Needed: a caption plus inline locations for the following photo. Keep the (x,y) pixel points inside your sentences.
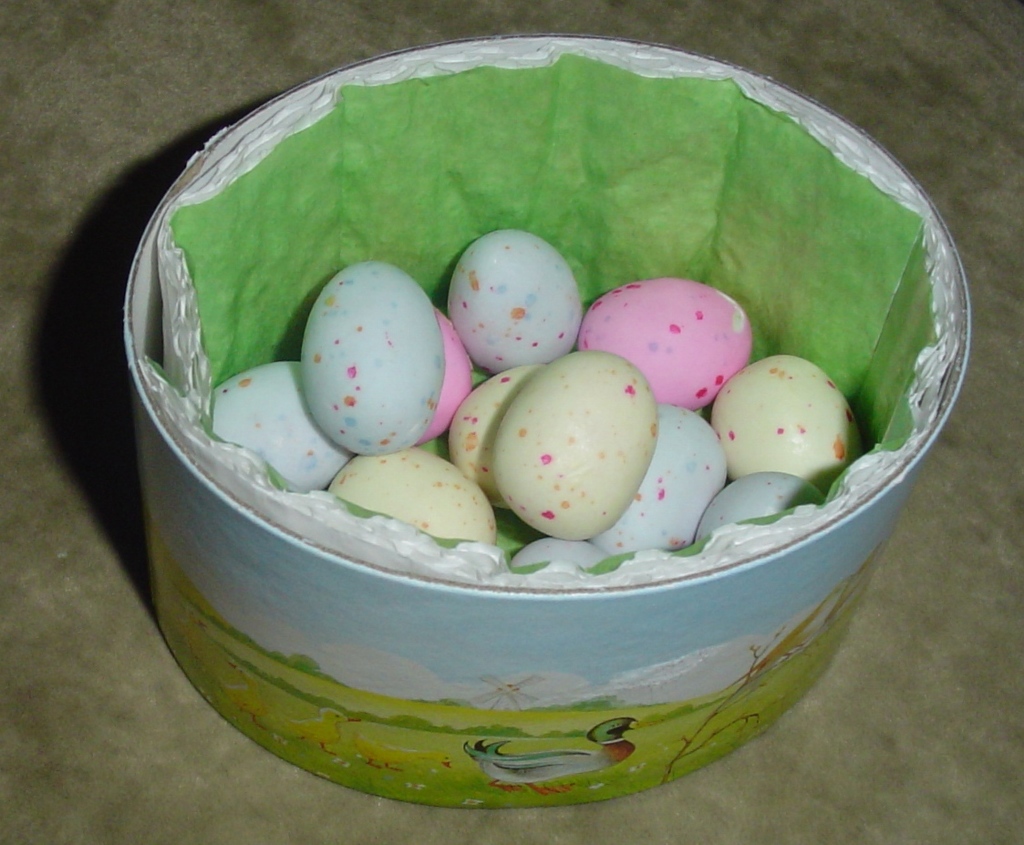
In this image I can see the eggs (484,361) in the bowl (857,261). In the background (119,198), I can see it looks like the floor (134,730).
